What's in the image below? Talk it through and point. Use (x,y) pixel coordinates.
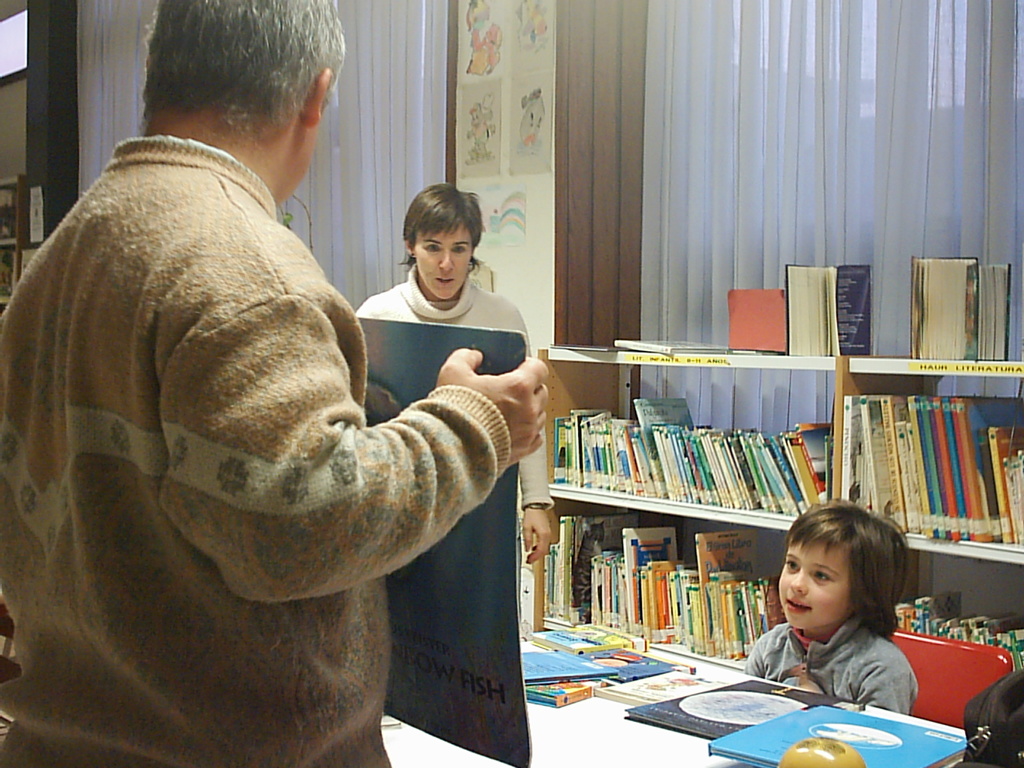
In this image we can see a person (176,505) holding something in the hand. In front of him there is a child (900,656) sitting. Also there is another person (452,306). There is a table (621,748). On the table (606,764) there are many books (550,649). In the back (773,167) there are curtains (665,123). Also there is a cupboard (783,364) with many books (688,454). On the curtain (736,167) there is a board (501,176) with paintings (492,141).
